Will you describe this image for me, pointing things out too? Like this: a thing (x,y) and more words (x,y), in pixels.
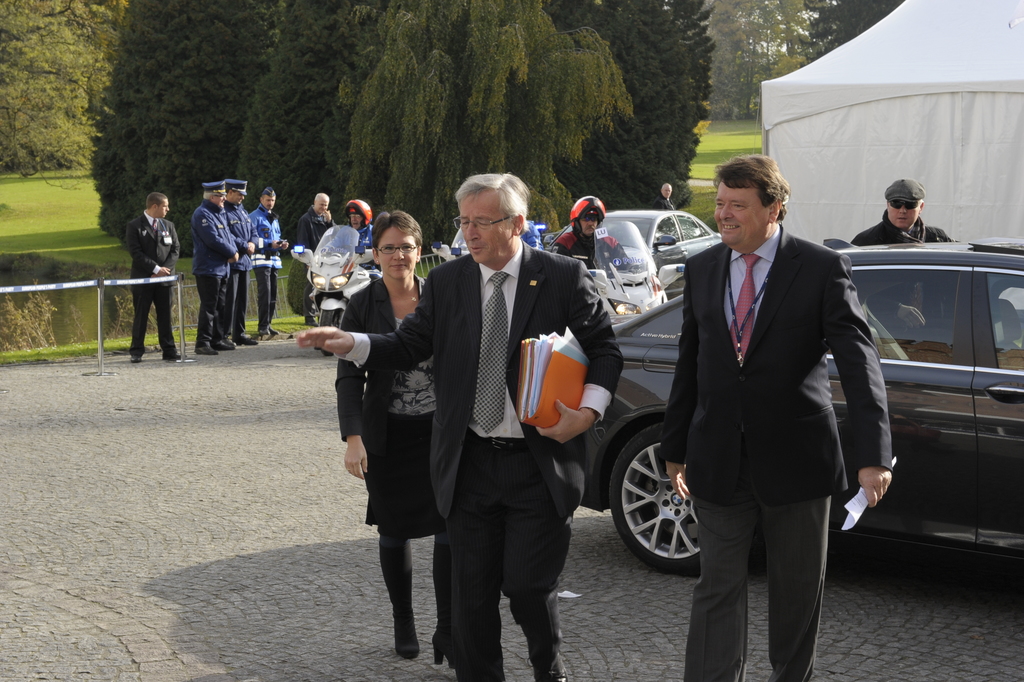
This picture describes about group of people (551,483), in the middle of the image (498,343) we can see a man (485,353), he wore spectacles (458,227) and he is holding files (541,360), in the background (651,384) we can see few vehicles (667,252), tent (788,90) and trees (449,160), and also we can find few people (586,213) are seated on the motorcycles (615,287).
